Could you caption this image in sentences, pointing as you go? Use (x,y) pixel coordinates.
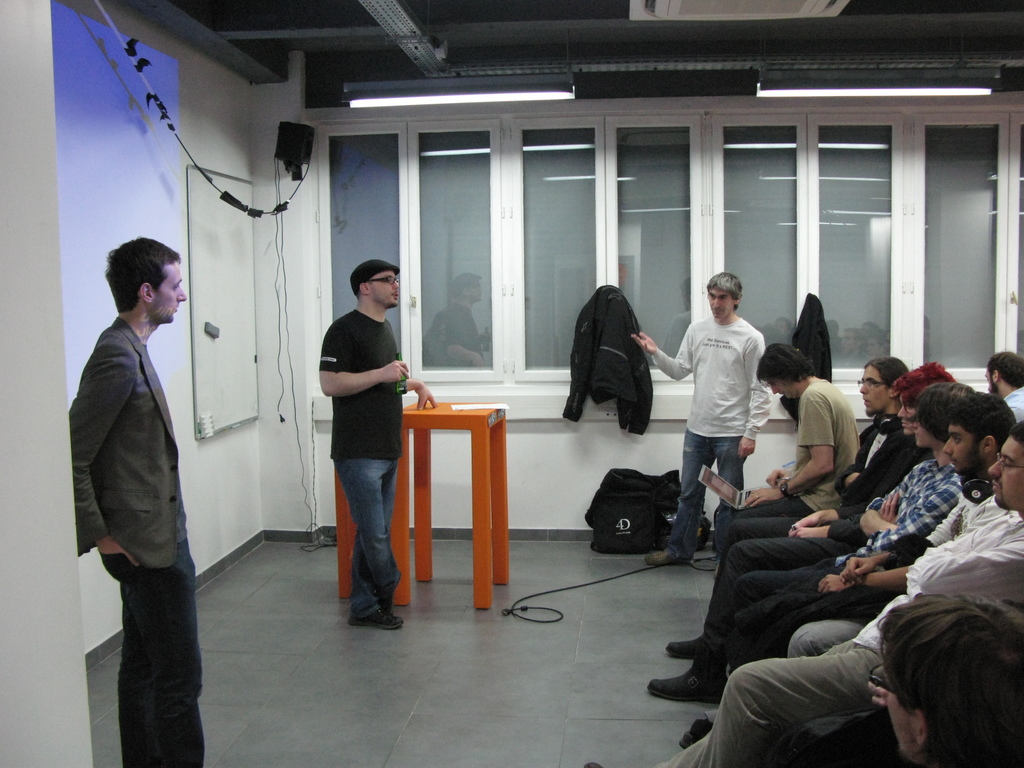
In this picture we can see the inside view of a building (535,520). On the right side of the image (715,614), there is a group of people (841,546) sitting. There are three men (373,350) standing on the floor (275,652). On the left side of the image (195,435), there is a wall (111,204), a whiteboard (226,229) and cables (207,178). Behind the two men (338,441), there is an orange table (442,406), windows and some objects (660,505). At the top of the image (456,95), there are ceiling lights (773,88).
